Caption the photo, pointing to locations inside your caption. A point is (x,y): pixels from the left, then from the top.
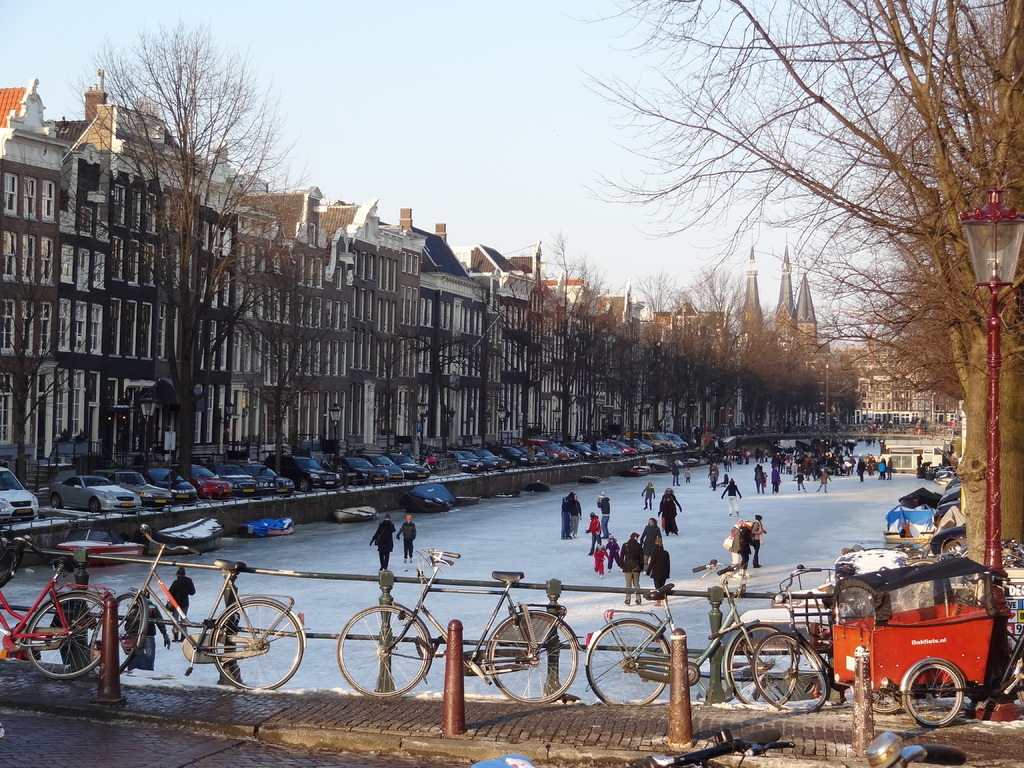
We can see bicycles (841,675) and vehicle (873,654) on the surface (54,664), behind these bicycles (298,617) we can see fence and we can see poles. There are people (566,504). Right side of the image (943,303) we can see light (989,282) on pole (999,457) and dried trees (912,372). In the background (788,419) we can see buildings (346,422), dried trees (813,367), vehicles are parking on the surface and sky (563,108).
